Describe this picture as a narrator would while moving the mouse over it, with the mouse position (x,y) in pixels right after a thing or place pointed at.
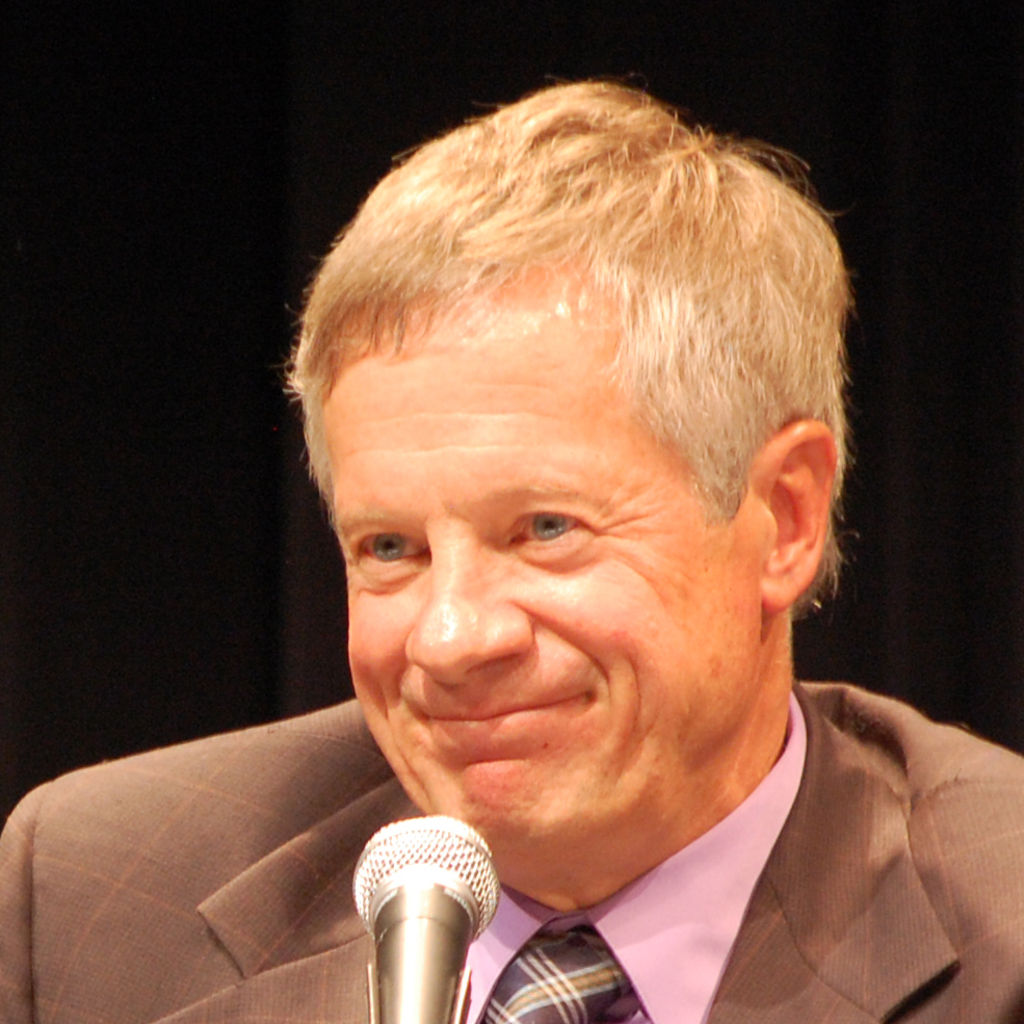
In this image there is a person (626,773) smiling in front of him there is a microphone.
